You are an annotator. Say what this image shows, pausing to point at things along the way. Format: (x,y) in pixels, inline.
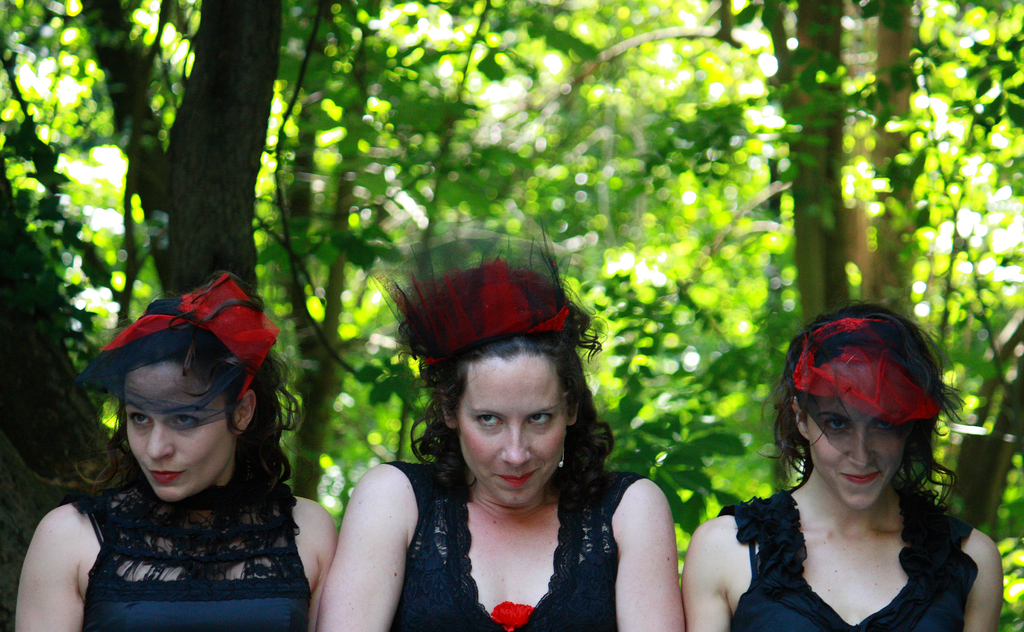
In this image we can see three women (446,551) are smiling and there are wearing black color dresses (135,573). There are trees (1010,191) in the background of the image (744,194).
